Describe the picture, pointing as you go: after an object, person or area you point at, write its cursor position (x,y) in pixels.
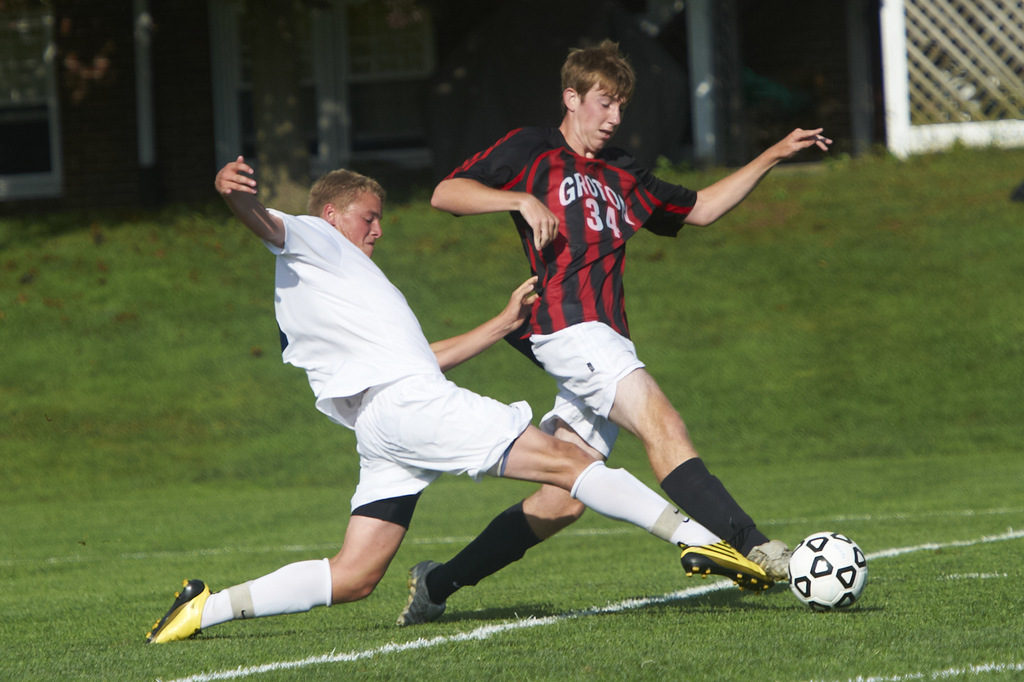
In this picture we can see two persons (488,553) playing with the ball (820,575) and this is the grass (848,378).
